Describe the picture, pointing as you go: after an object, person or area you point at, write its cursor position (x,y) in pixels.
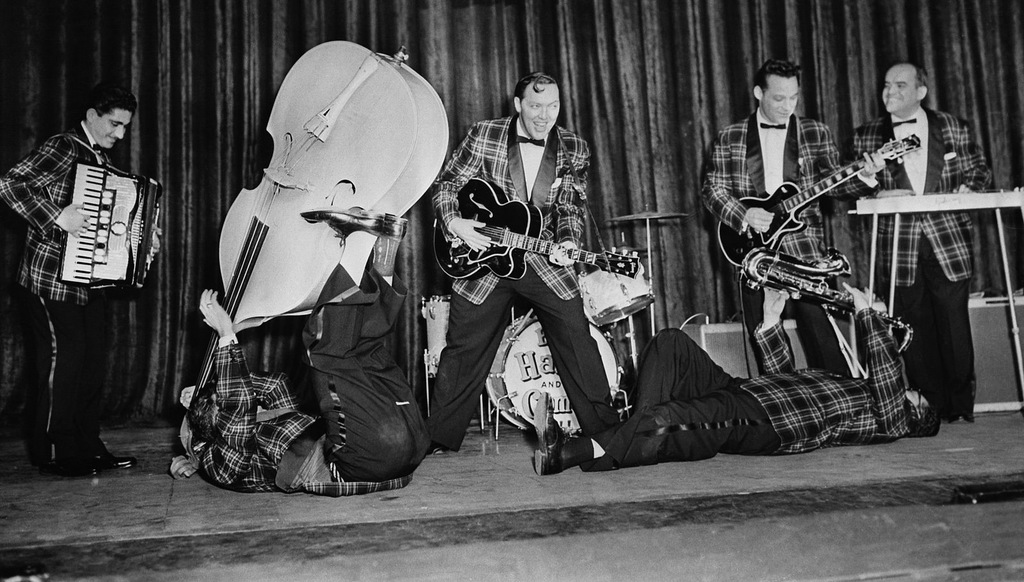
A black and white picture. These persons (586,187) are playing musical instruments (945,202). This person (879,397) is lying on a floor (865,450) and playing musical instrument (906,329).
